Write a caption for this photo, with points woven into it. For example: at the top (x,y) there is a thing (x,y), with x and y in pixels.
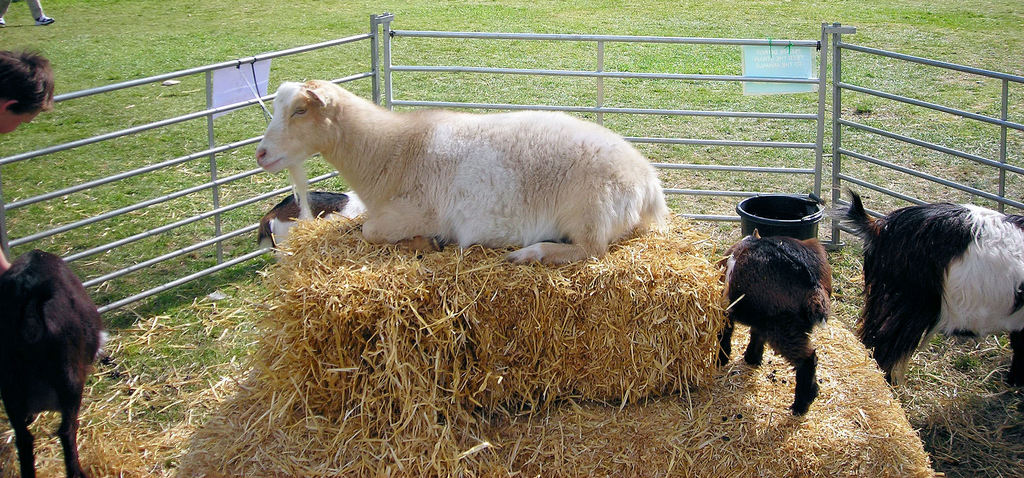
In the picture I can see animals (427,199) and people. In the background (488,90) I can see the grass (711,87), a bucket (779,229) and some other objects (508,71).
